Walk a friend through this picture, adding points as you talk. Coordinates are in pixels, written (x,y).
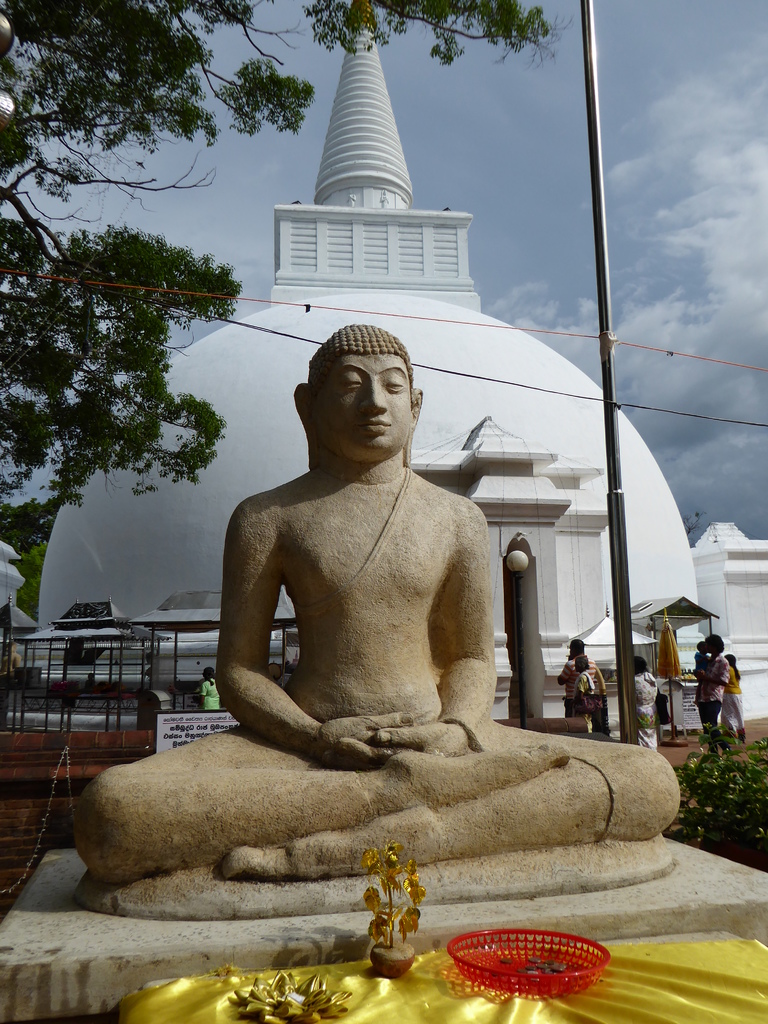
In the center of the image (318,530), we can see a statue (267,537) and in the background (127,65), there are trees (159,317), buildings (173,641), boards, some people (578,660) and there is an umbrella (671,690) and there are plants (725,787) and some objects (291,1016). At the top (624,180), there are clouds (658,226) in the sky (701,317).
